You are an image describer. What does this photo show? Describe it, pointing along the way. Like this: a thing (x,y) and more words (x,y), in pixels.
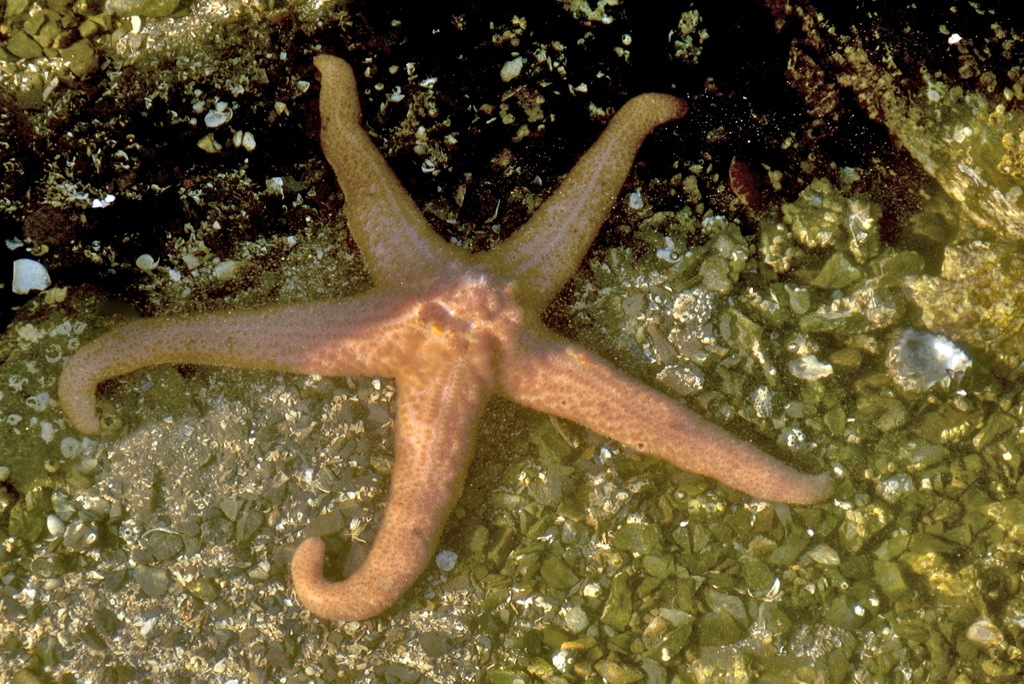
In the middle of the image (444,284) there is a starfish (424,261) in the water (448,182). At the bottom of the image (130,558) there are many pebbles (222,551) and a few shells (252,147) in the water (564,78).
